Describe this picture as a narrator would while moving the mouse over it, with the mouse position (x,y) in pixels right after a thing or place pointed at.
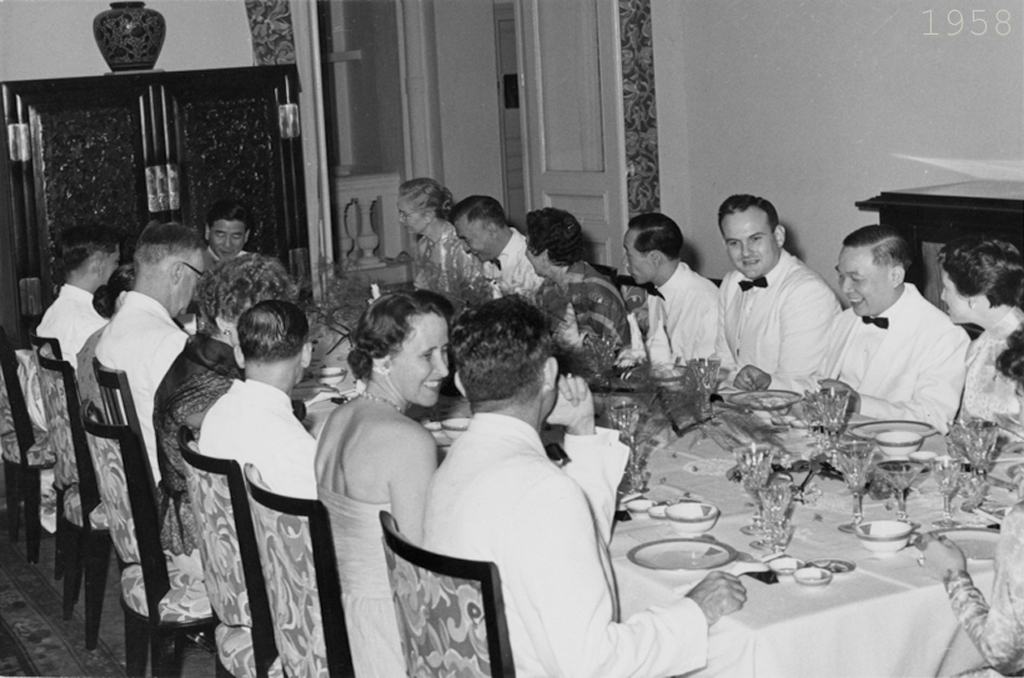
In the middle of the image (468,443) a group of people (463,285) sitting and smiling. Bottom right side of the image (818,675) there is a table (752,677), On the table (735,540) there is a plate (679,568), Beside plate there is a glass (755,474). Top right side of the image (878,132) there is a wall (868,38). Top left side of the image (109,64) there is table (41,192), On the there is pot (136,51). Bottom left side of the image (131,569) there is a chair (102,366).
